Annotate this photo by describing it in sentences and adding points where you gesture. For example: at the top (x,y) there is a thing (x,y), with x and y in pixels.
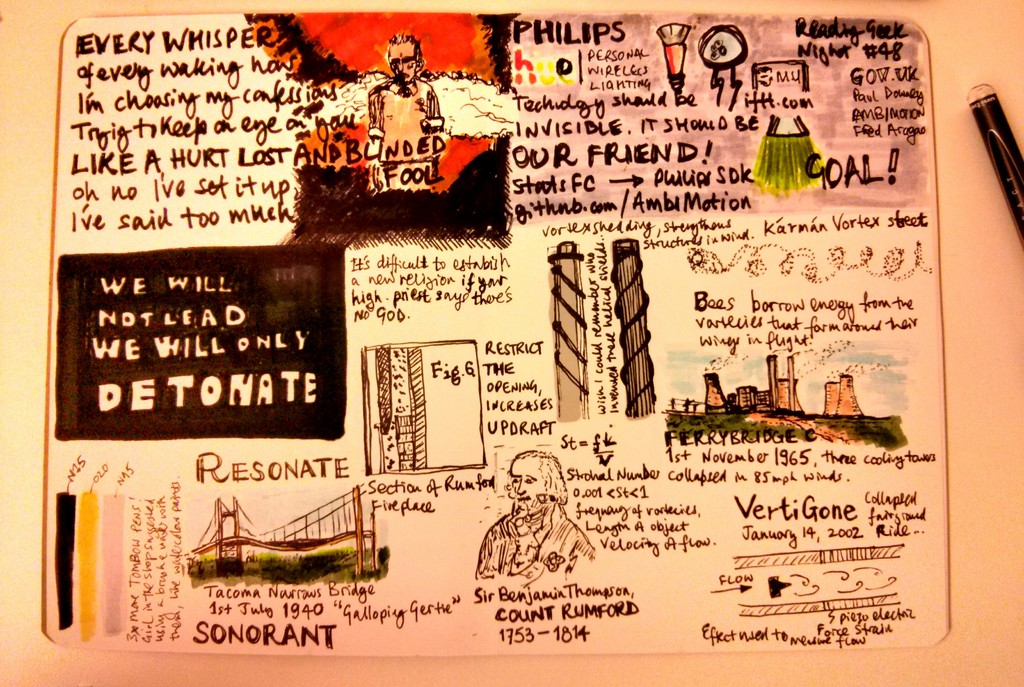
In this image I can see the sketch (504,115) of few buildings (653,391), a bridge (208,550) and few persons (389,114) and I can see something written in the image.
